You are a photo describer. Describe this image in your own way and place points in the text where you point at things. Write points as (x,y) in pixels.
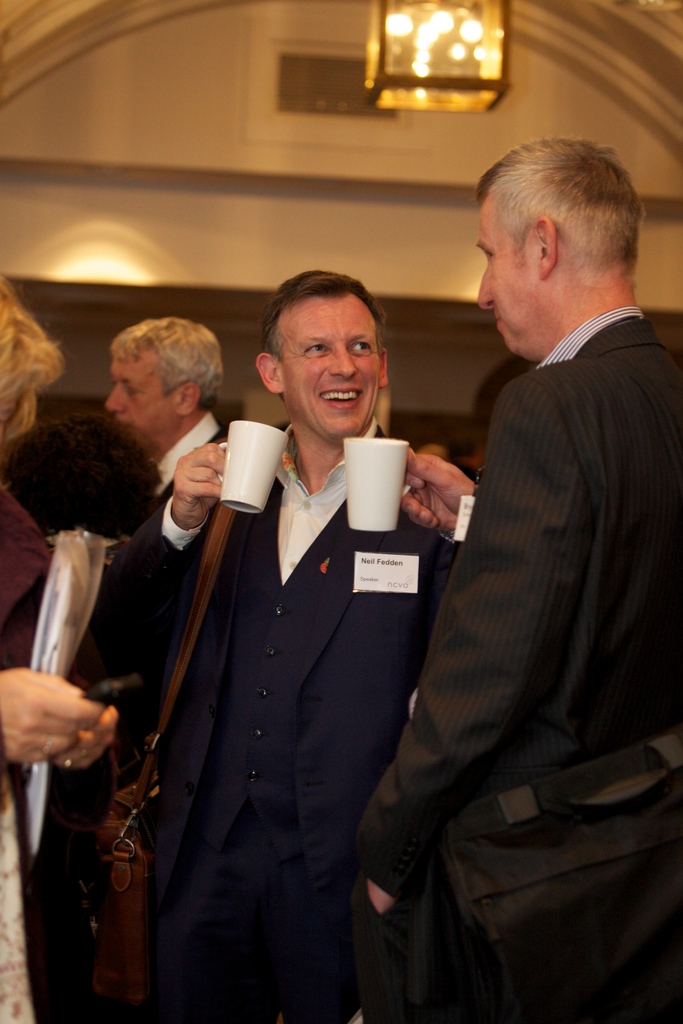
There are some persons (431,573) in the picture who are standing first two people (404,673) are talking with each other by drinking a coffee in the background (339,124) there is a light (452,15) and a wall (199,210).
